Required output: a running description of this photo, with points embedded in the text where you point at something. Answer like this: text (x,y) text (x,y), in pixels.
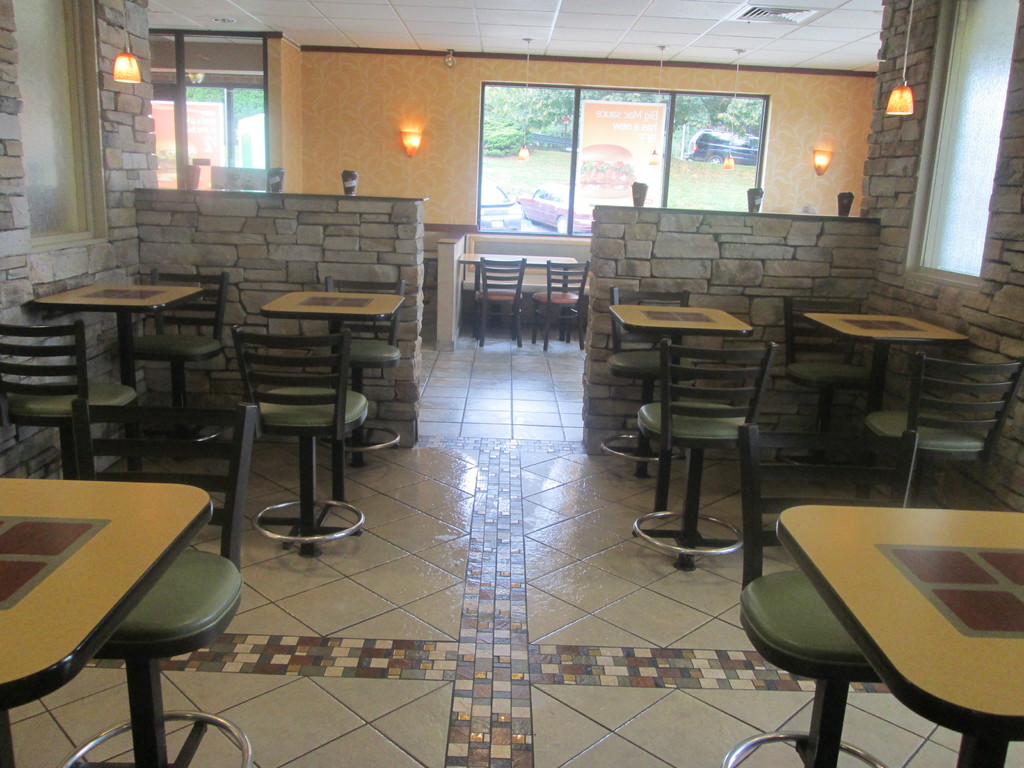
In this image I can see tables (838,613), chairs (183,612), windows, lights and a wall (375,213). In the middle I can see trees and grass (564,158). This image is taken in a restaurant (391,582) during a day.
